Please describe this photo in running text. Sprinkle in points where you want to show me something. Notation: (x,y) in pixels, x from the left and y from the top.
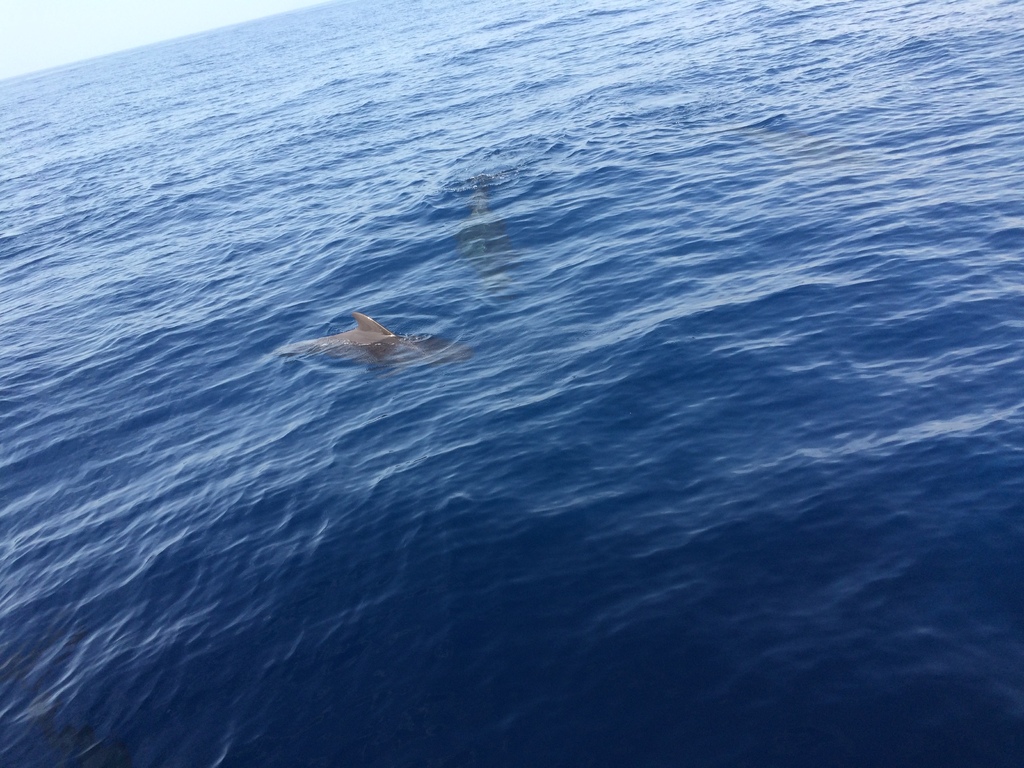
In this image we can see dolphins (346,350) in the water (195,337) and sky (205,11) in the background (70,39).
